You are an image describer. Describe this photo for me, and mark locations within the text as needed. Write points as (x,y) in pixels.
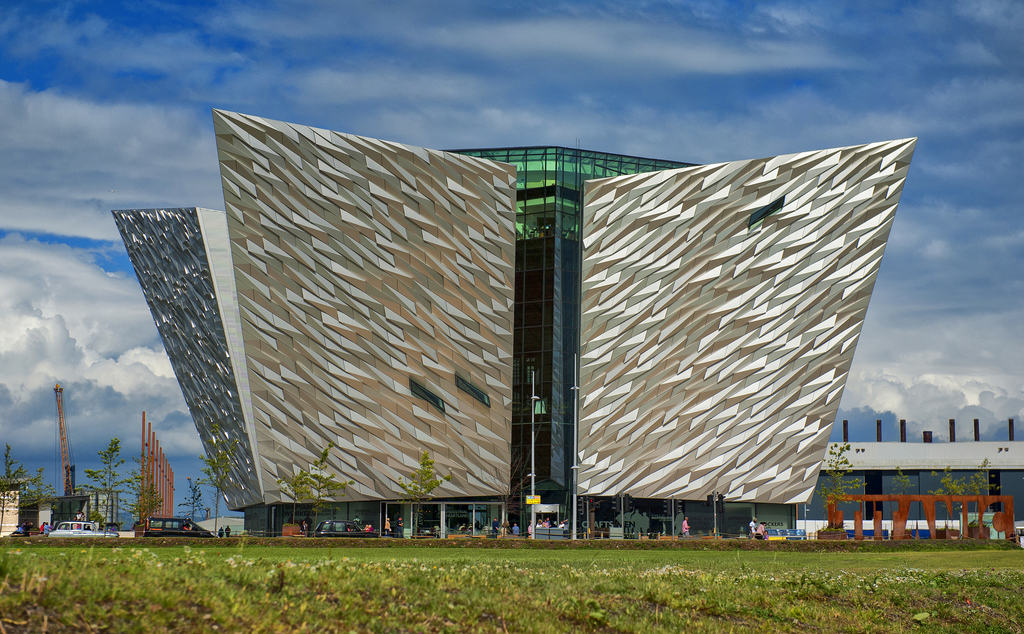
In the center of the image (483,387) there is building (307,421) and poles (575,396). At the bottom of the image (794,602) we can see cars (155,536), persons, trees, grass (362,584) and doors (404,515). In the background (29,105) we can see tower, building (23,519), sky (513,82) and clouds (19,403).
